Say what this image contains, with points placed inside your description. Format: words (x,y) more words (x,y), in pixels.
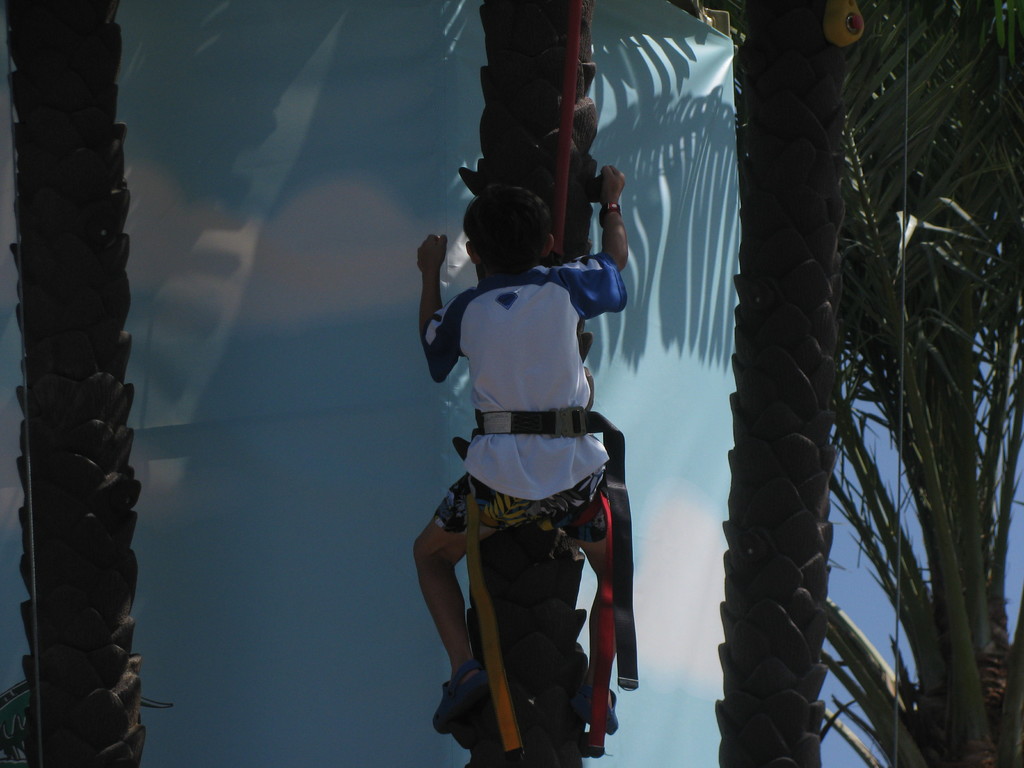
In this picture we can see a person (544,509) climbing a tree (587,247). There are trees (577,236) and a wall (356,624).
